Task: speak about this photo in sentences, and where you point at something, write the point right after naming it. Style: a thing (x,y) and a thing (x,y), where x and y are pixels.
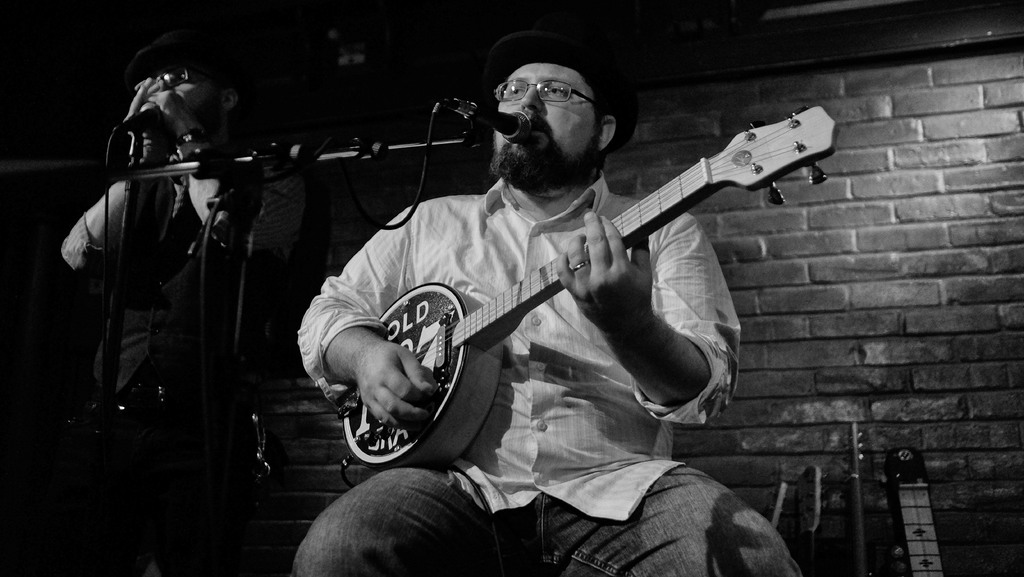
In this image there are two persons (376,335). In front (606,401) the person (497,424) is sitting and playing the musical instrument (482,365). On the left side (166,219) there is a person (161,203) standing and holding a mic (147,118). There is mic stand (286,156). At the background (846,314) there is brick wall (878,207).
